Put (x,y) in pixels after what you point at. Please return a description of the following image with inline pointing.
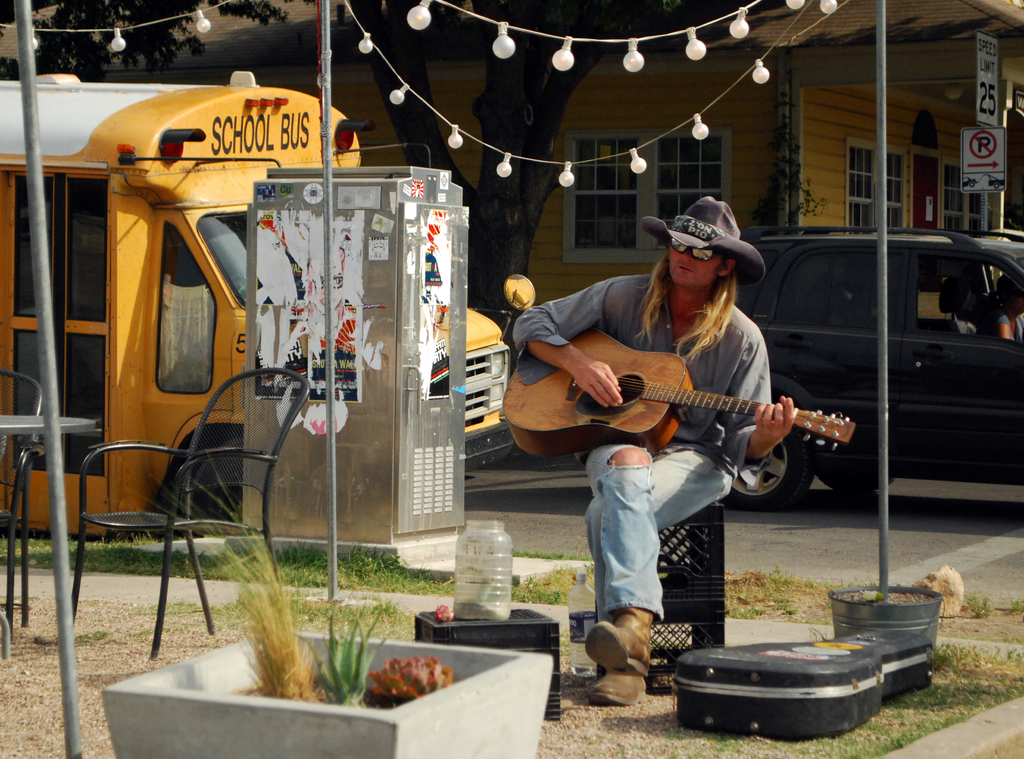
As we can see in the image there is a house (787,153), window (676,174), lights (498,41), tree (133,18), poster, car (991,352) and bus (216,243) on road (906,573). The person (702,262) who is sitting here is holding guitar (663,370). Beside him there is a pot (894,607) and in front of pot (870,601) there is a guitar box (829,685) and in the front (355,670) there are small plants (286,666).
